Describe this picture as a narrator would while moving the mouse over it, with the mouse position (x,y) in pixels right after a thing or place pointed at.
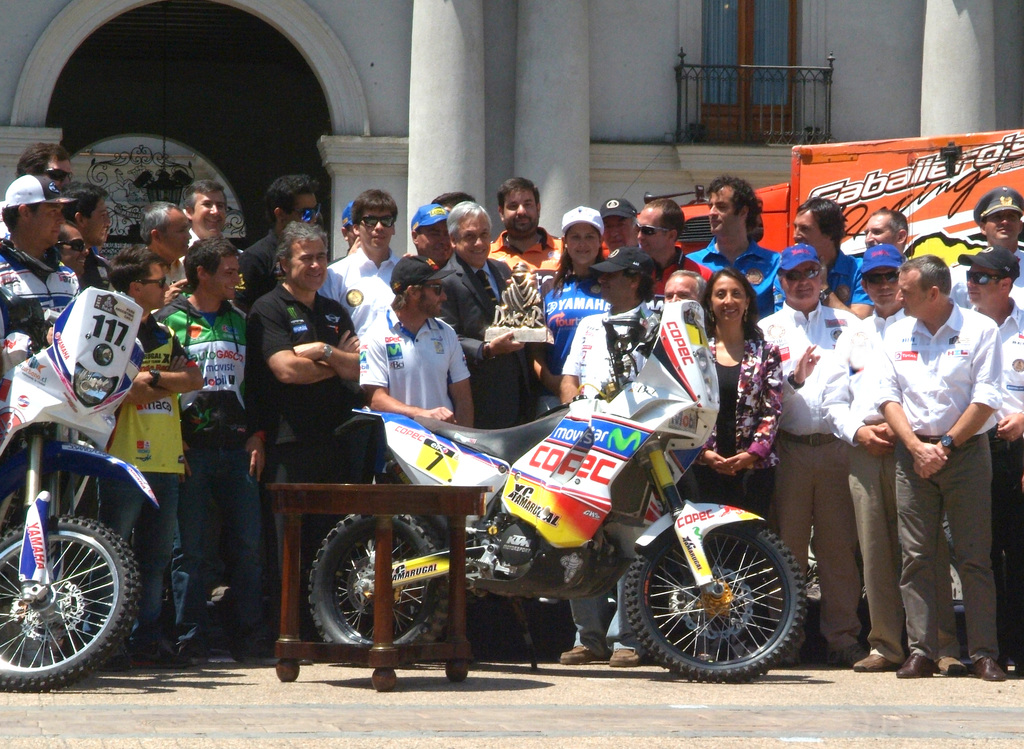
There are few people (390,341) here both men (839,384) and women (768,384) including in the group (386,341) standing here. In front of them there are 2 motorcycles (586,471) and a table (384,578). Behind them there is a big building (594,111) and fence (770,107) and window (745,47) and also a vehicle (851,195).
